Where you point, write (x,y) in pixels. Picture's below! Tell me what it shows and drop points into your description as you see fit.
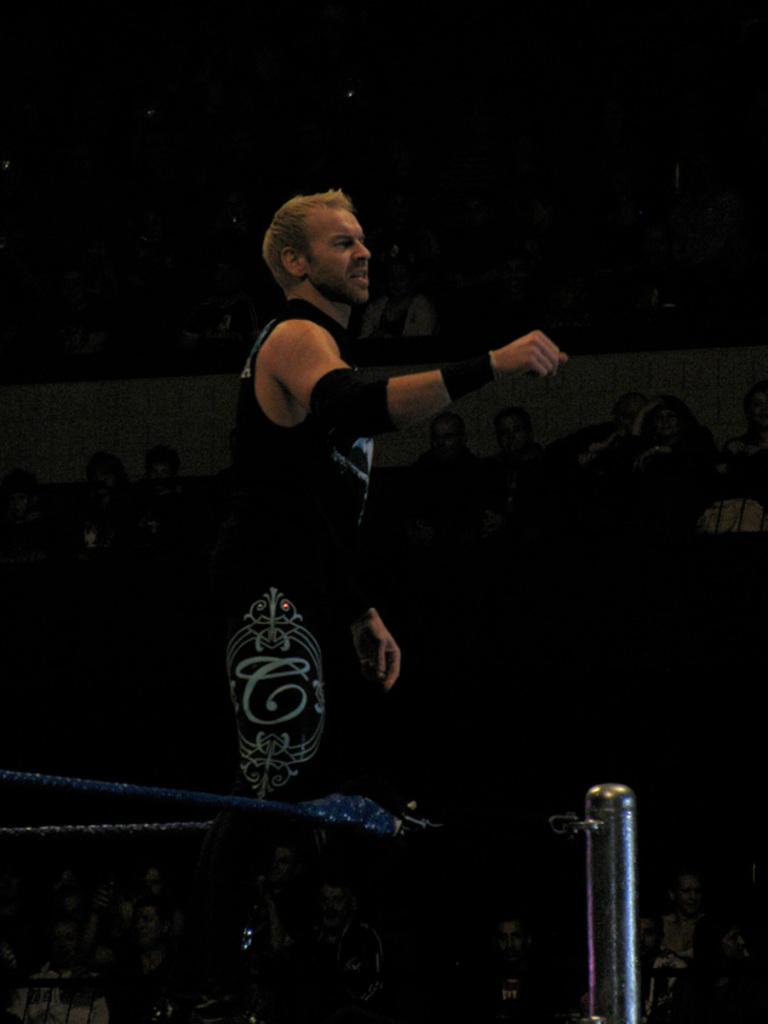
In the foreground of this picture (312,624), there is a man (312,624) in black dress (294,668) standing in a boxing court (207,800). In the background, there are audience (623,216) sitting.
